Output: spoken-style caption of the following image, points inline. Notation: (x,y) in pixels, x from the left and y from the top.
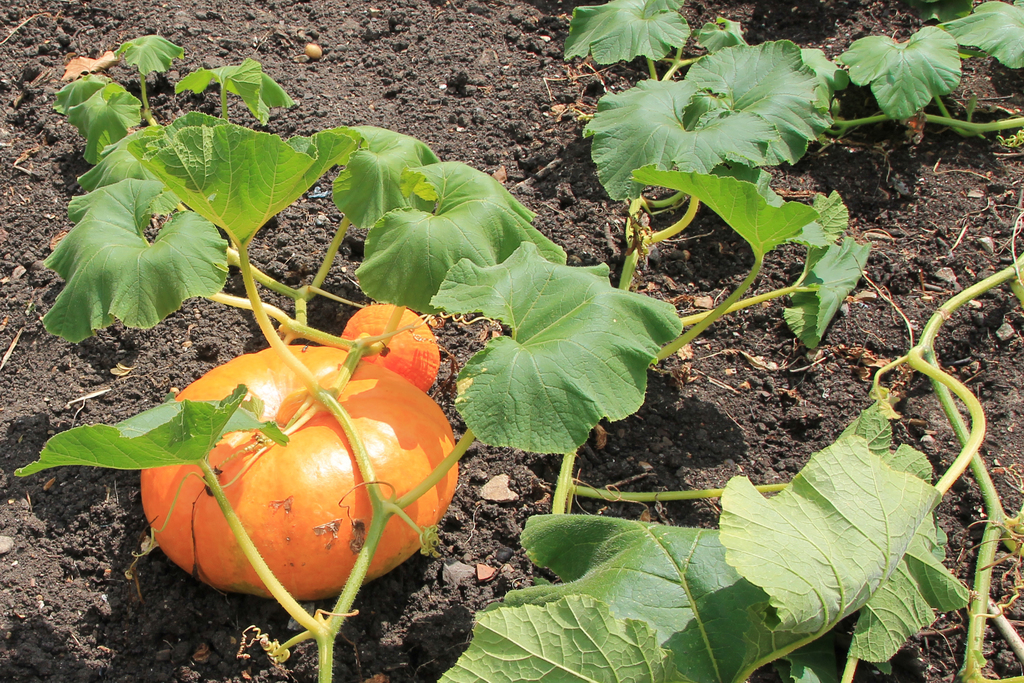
In this picture I can see the mud (286,72) on which there are plants (453,174) and I can see a pumpkin (304,522) on the left bottom of this picture (237,484).
